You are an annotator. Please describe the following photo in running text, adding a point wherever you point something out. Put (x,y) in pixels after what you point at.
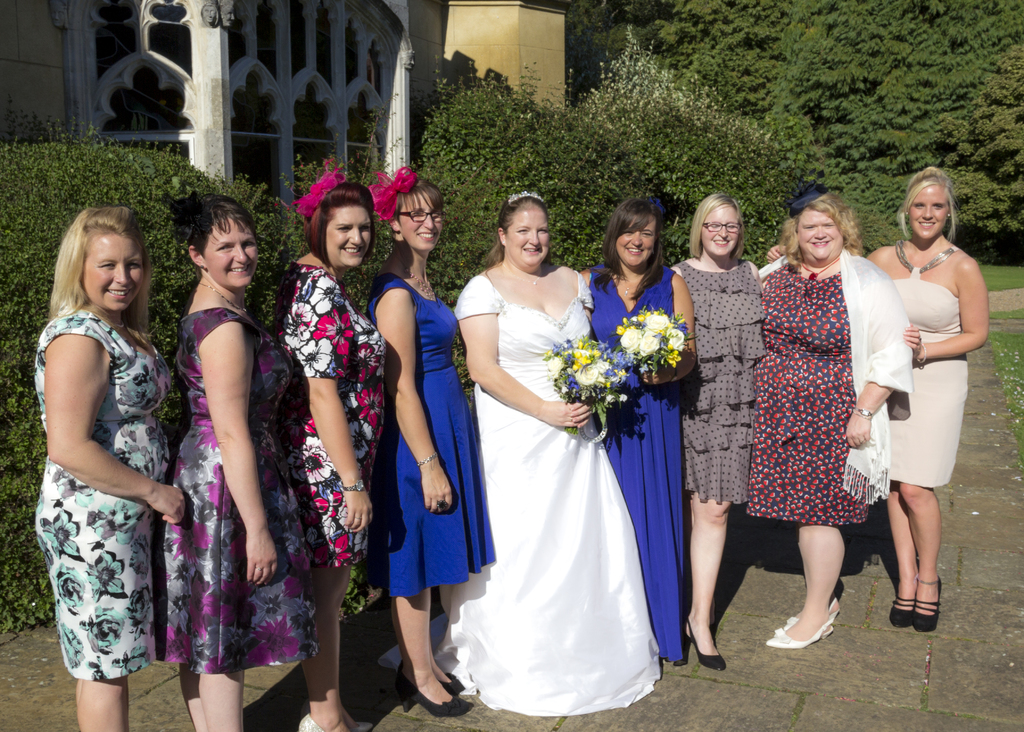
This image is taken outdoors. At the bottom of the image (792,661) there is a floor (957,576). In the background (134,71) there are many trees (680,89) and plants (36,288) and there is a church (243,99) with a few walls (290,68), doors (267,78) and pillars (407,101). In the middle of the image (342,317) a few women (646,605) are standing on the floor (350,656) and a woman (583,283) who has worn a white frock (553,454) is holding a bouquet (566,371) in her hand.
